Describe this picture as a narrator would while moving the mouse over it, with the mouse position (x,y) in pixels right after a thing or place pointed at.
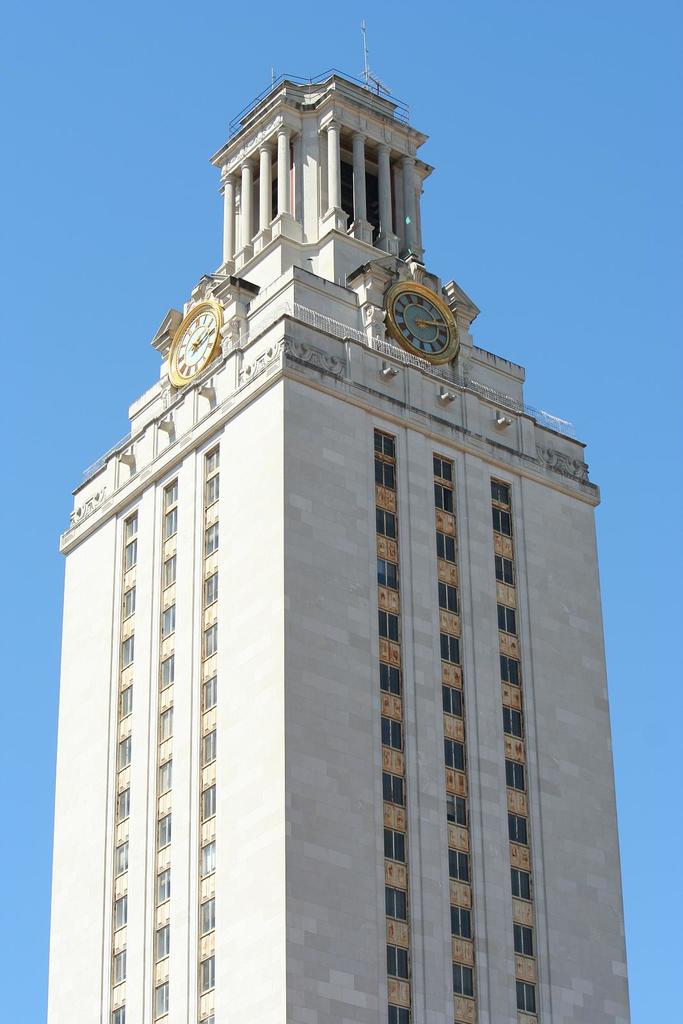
Here there is a white and golden color big clock tower (321,660) seen in the middle of the image (274,389). Behind there is a blue color sky (547,223).
